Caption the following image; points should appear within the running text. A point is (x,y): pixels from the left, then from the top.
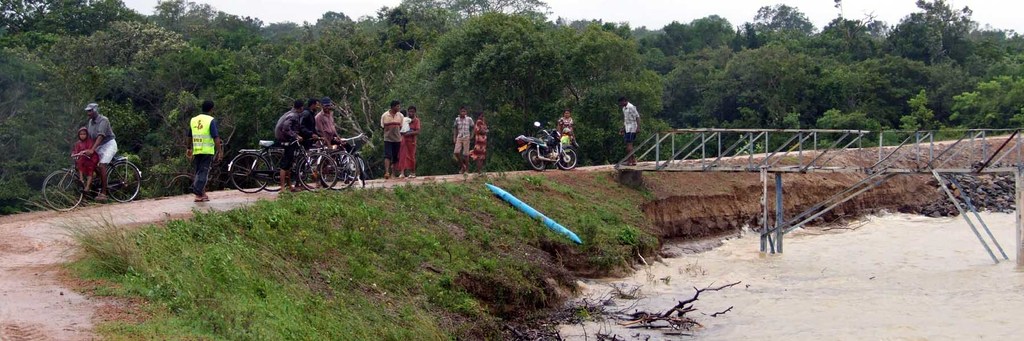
In this image, we can see a group of people (106,153) and vehicles (338,188) are on the walkway (95,207). At the bottom (411,310), we can see plants (397,286), pipe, water (800,303) and twigs (558,323). Here there is a bridge (782,171). On the left side of the image (98,178), we can see two persons (93,172) are riding a bicycle (100,187). Background (815,99) there are so many trees (460,76) and sky (645,20).
